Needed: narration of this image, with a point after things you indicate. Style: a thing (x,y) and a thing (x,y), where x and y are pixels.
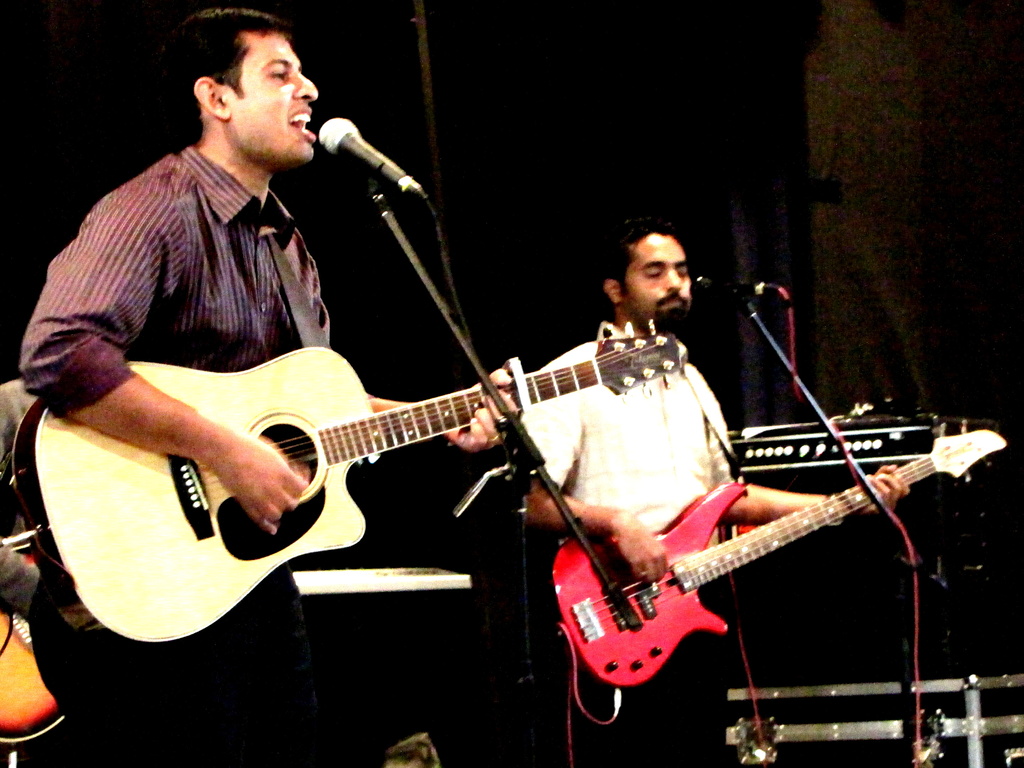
In this image, there are two persons (235,225) wearing clothes (566,455) and playing a guitar (575,558). These two persons (621,506) are standing in front of mics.
